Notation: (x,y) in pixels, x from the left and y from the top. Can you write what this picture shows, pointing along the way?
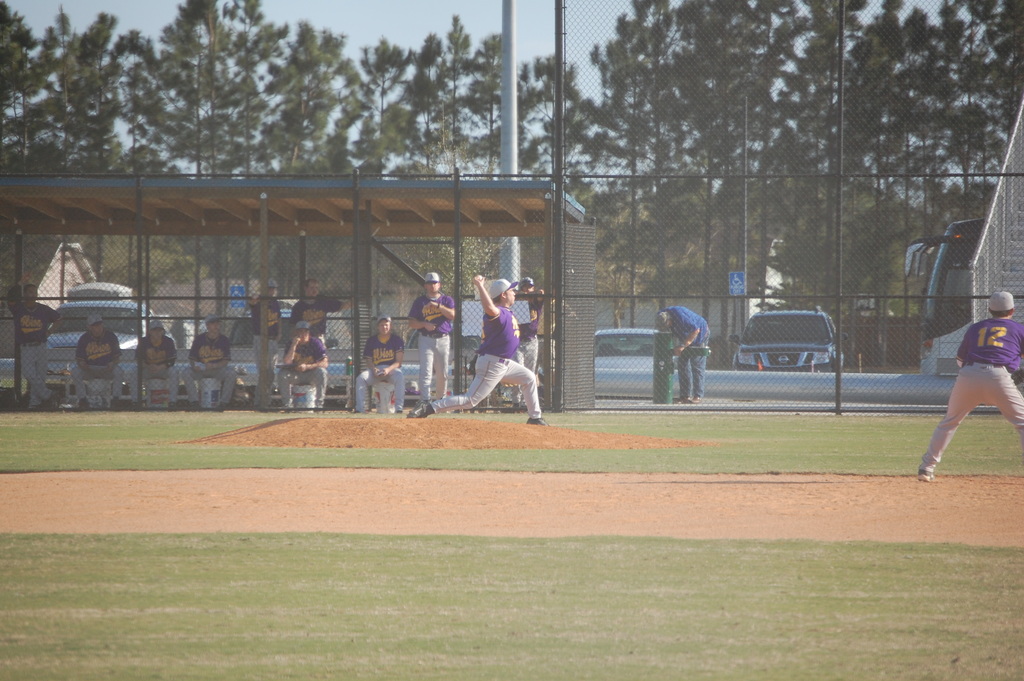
In the picture I can see two baseball players (494,298) standing on the ground (482,495) and I can see one of them holding the ball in his right hand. I can see a few baseball players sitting on the chairs (201,378) on the left side (96,363). I can see a metal shed construction (356,246) on the left side (291,221). In the background (744,278), I can see the metal fence (891,255), cars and trees (325,167).
